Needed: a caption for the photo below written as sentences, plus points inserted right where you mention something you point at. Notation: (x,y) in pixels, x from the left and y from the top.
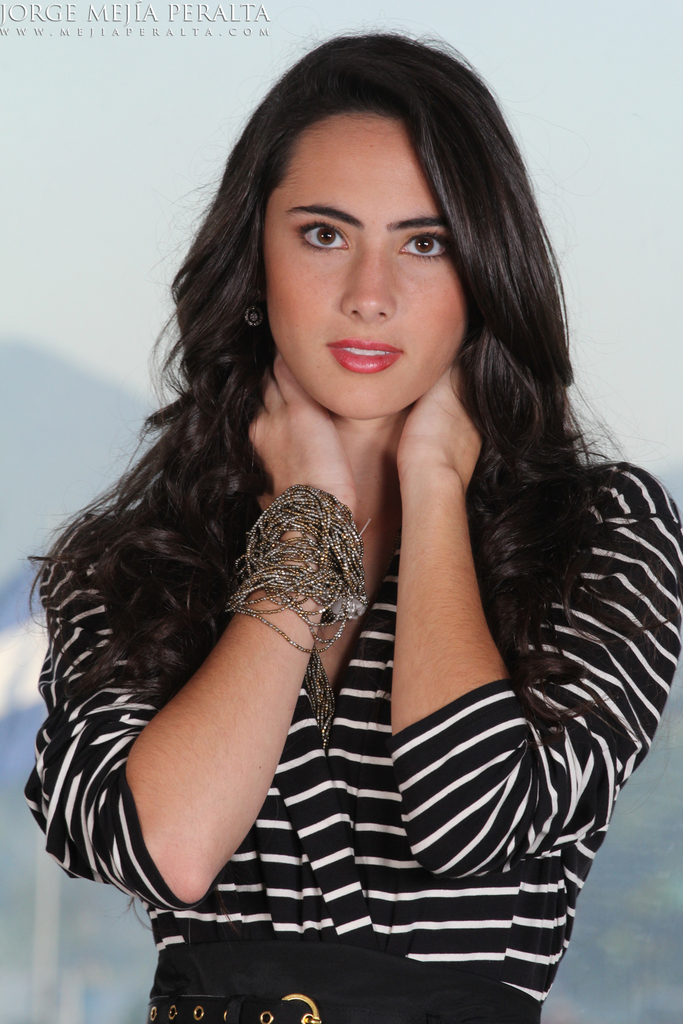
In this picture, we see the woman (424,674) in the black dress (403,889) is standing. She is not smiling. She is wearing a bracelet (298,563) or the bands (360,565). She is posing for the photo. In the background (148,236), it is in white and blue color.
